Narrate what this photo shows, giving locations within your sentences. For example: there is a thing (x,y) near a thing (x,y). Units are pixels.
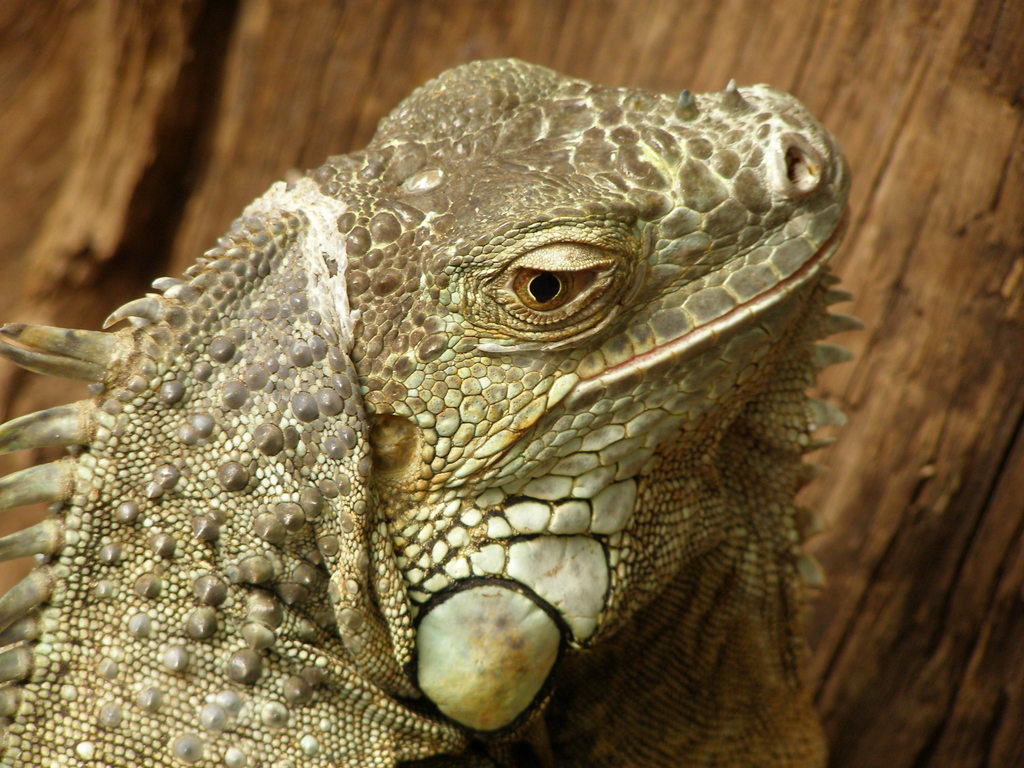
Front we can see a reptile (199,591). Background (332,52) it is blur.
